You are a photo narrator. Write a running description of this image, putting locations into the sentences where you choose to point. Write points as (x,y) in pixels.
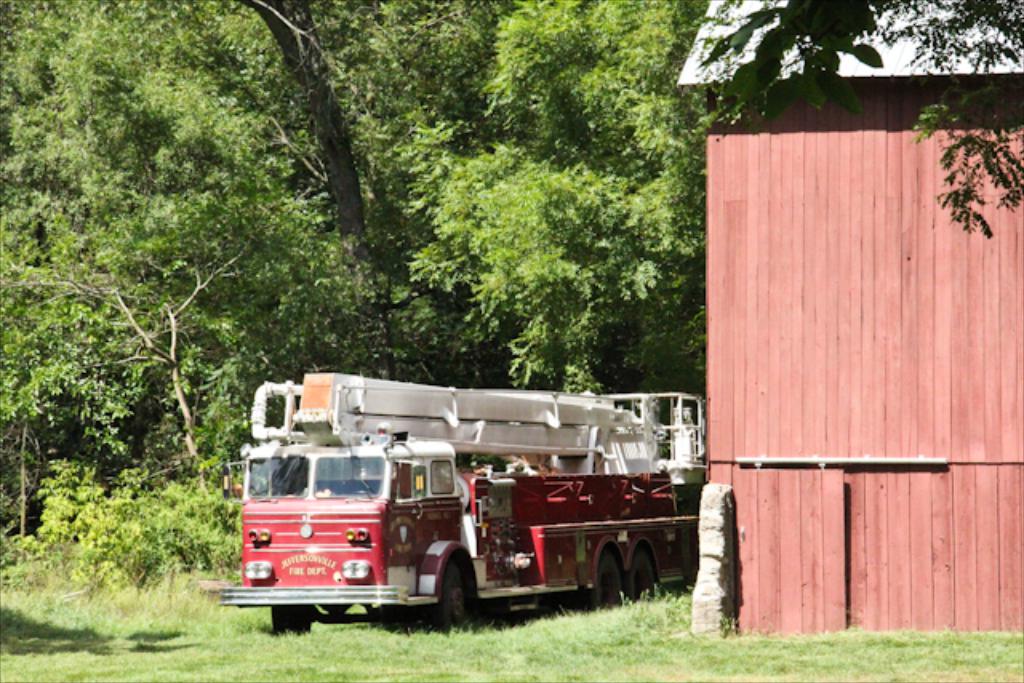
In this image we can see a fire engine (438,476). Also there is a building (836,378) with wooden wall (845,383). On the ground (363,613) there is grass (523,645). In the background (340,229) there are trees (357,127).
